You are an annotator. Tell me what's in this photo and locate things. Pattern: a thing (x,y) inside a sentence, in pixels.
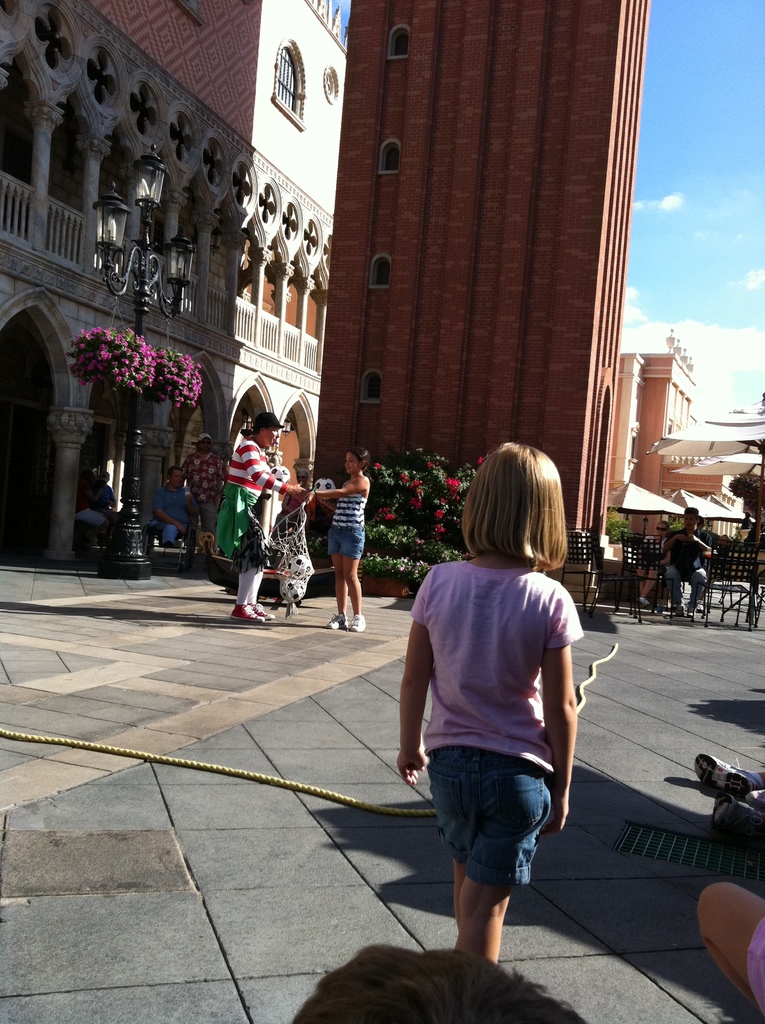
In this picture we can see buildings (451,206) in the background (460,219), there are two persons (359,530) standing here, on the left side (140,298) there is a pole (137,410) and lights (109,202), we can see some flowers (159,364) here, on the right side (715,570) there are some chairs (729,562), we can see the sky (746,138) at the right top of the picture (736,104).
